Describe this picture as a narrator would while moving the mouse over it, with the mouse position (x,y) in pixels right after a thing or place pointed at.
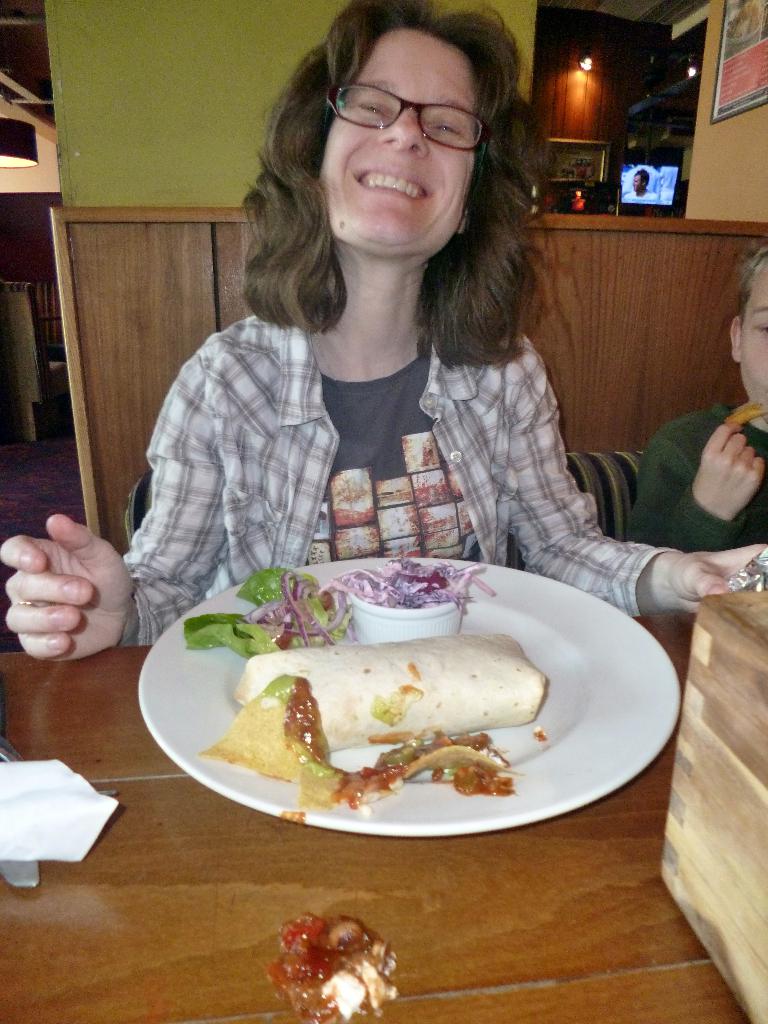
In this picture we can see two people (440,465) sitting on the chair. There is some food (300,597) in a plate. We can see a fork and a tissue (36,836) on the table (203,840). A Television (654,206) and a frame (567,171) is visible in the background (562,159). We can see another frame (759,27) on the wall (753,138). Few lights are visible.
